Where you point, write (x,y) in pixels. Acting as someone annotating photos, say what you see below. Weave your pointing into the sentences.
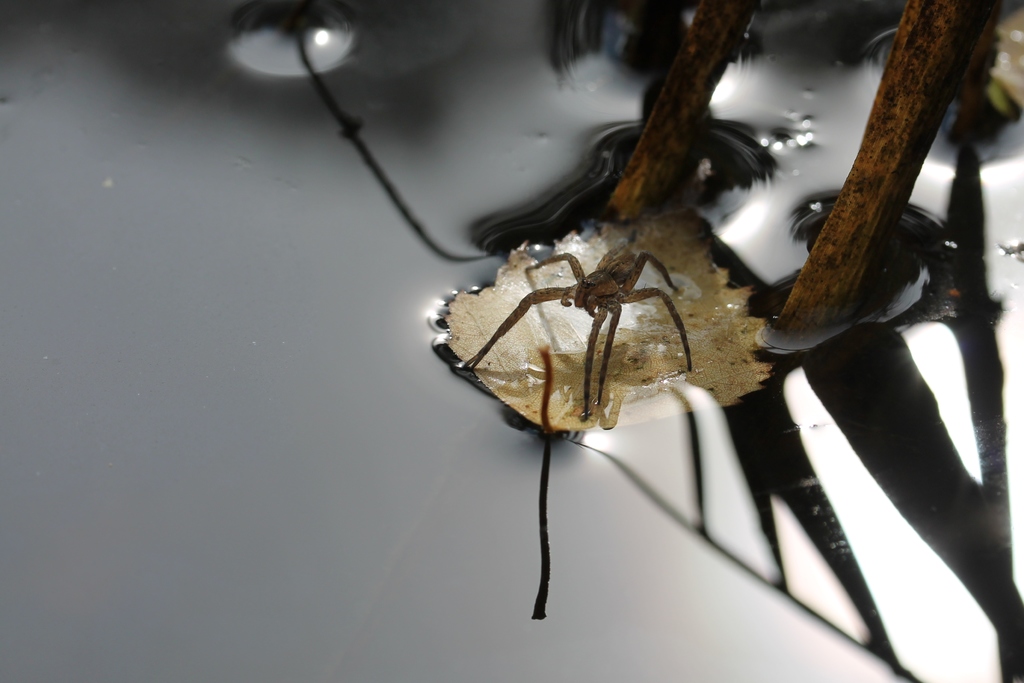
In this picture I can observe a spider (619,304) in the middle of the picture (604,299). This spider (590,304) is on the leaf (628,356) which is floating on the water (400,313).
